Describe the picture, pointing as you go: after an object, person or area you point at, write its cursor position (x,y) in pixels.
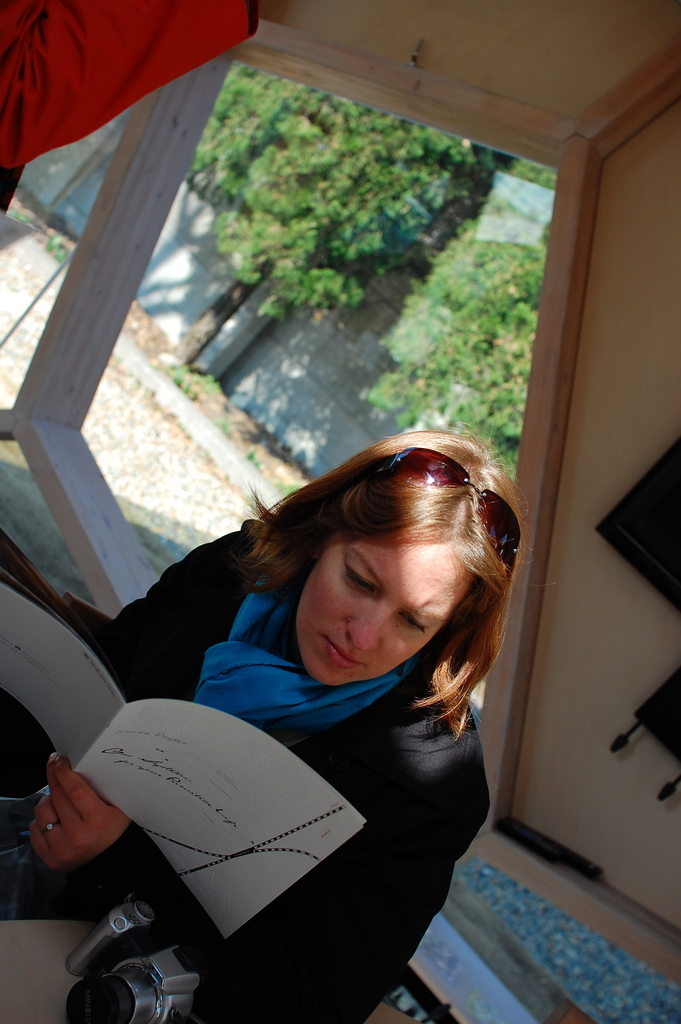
In this image I can see the person (338,636) with the dress (335,706) and holding the paper (108,786). I can see the person (328,636) is under the shed (637,661). I can see some objects (663,732) to the wall (601,664). In the background (338,225) I can see many trees (359,253) and the wall (370,361).
